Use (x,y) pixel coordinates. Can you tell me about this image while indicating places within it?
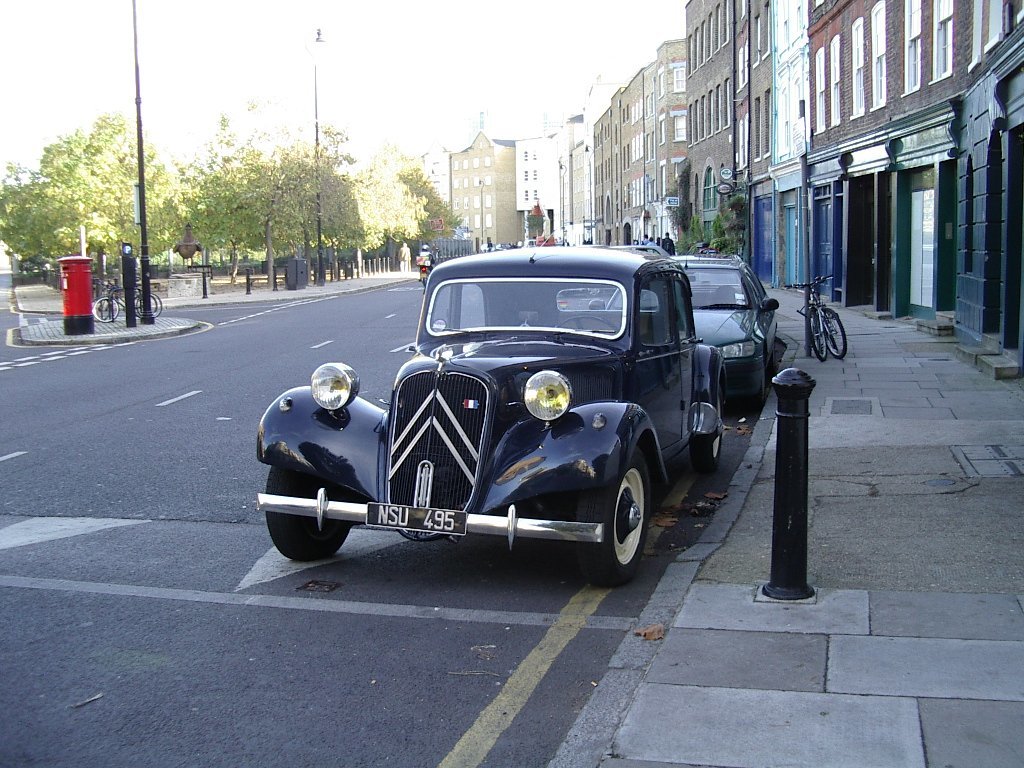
In this image we can see a road (156,490). On the side of the road (336,315) there are vehicles (606,322). There is a sidewalk (891,463) with a pole (793,471). Near to that there is a cycle (815,302). And there are buildings (714,121) with windows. In the background (93,185) there are trees (302,203). On the left side (72,279) there is a letterbox (72,295). There are cycles (117,289) and poles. In the background (215,42) there is sky (367,68).
